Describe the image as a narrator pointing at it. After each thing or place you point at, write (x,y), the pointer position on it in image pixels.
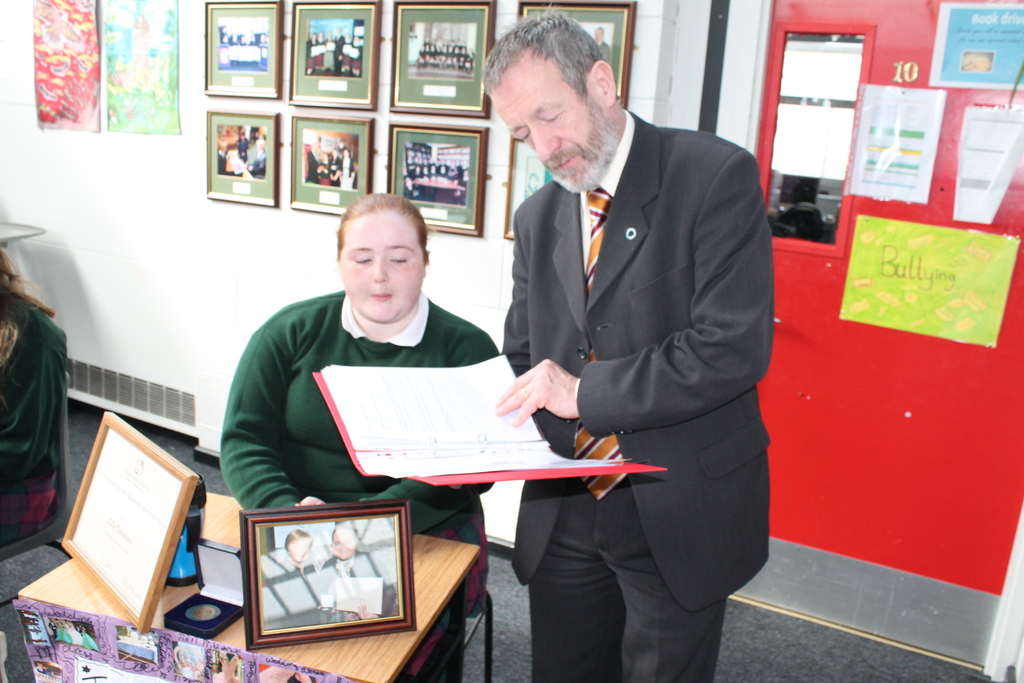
In this picture we can see a woman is sitting on a chair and a man (628,288) in the black blazer (633,314) is standing on the floor (524,652) and holding a file (499,392). In front of the woman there is a table (366,658) and on the table (325,645) there are photo frames (261,582) and other things (206,553). Behind the people (368,490) there is a wall (274,244) with photo frames (338,147) and poster (42,39).
